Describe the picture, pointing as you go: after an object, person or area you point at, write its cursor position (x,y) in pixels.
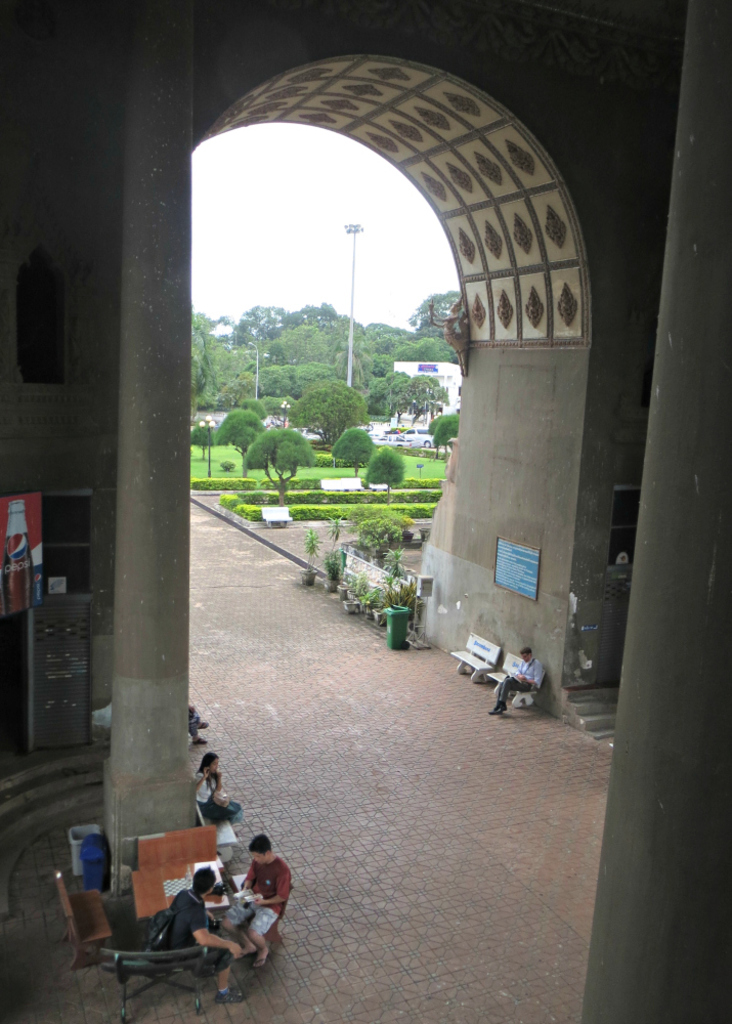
In this image I can see a person (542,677) sitting on bench (498,677) in the middle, beside the person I can see another bench (486,649) and green color container (403,636) and flower pots (354,598) and plants (365,591) and in the middle (262,382) I can see grass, bushes (322,447) and trees (318,320) and the sky (319,222) and pole (359,225) visible, on the left side (179,636) I can see a beam (165,639) in front of beam (187,745) I can see chairs (153,953) and table (215,870), on it I can see persons (244,906), I can see a hoarding board (12,554) and two containers (74,843) visible back side of the beam (153,801), on the right side (639,696) I can see another beam (691,639), I can see the wall (441,62) visible at the top (629,244).
